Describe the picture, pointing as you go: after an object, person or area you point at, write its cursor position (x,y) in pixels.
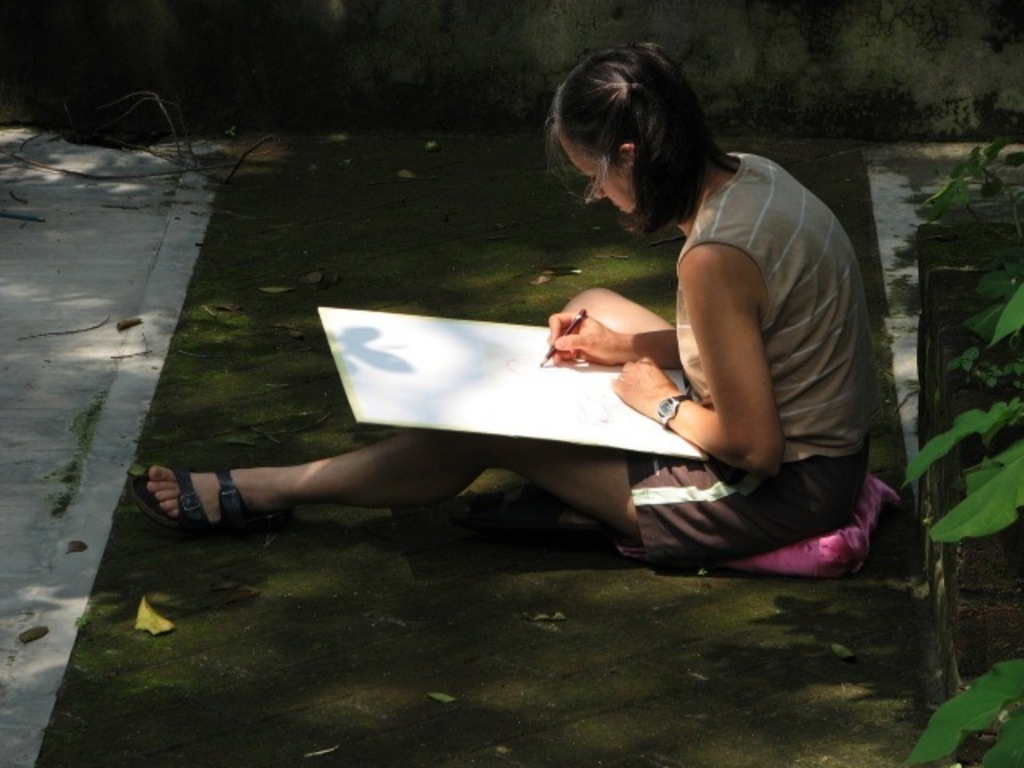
In this picture we can see a woman (752,456) sitting, she is holding a board (484,378) and writing some thing.
